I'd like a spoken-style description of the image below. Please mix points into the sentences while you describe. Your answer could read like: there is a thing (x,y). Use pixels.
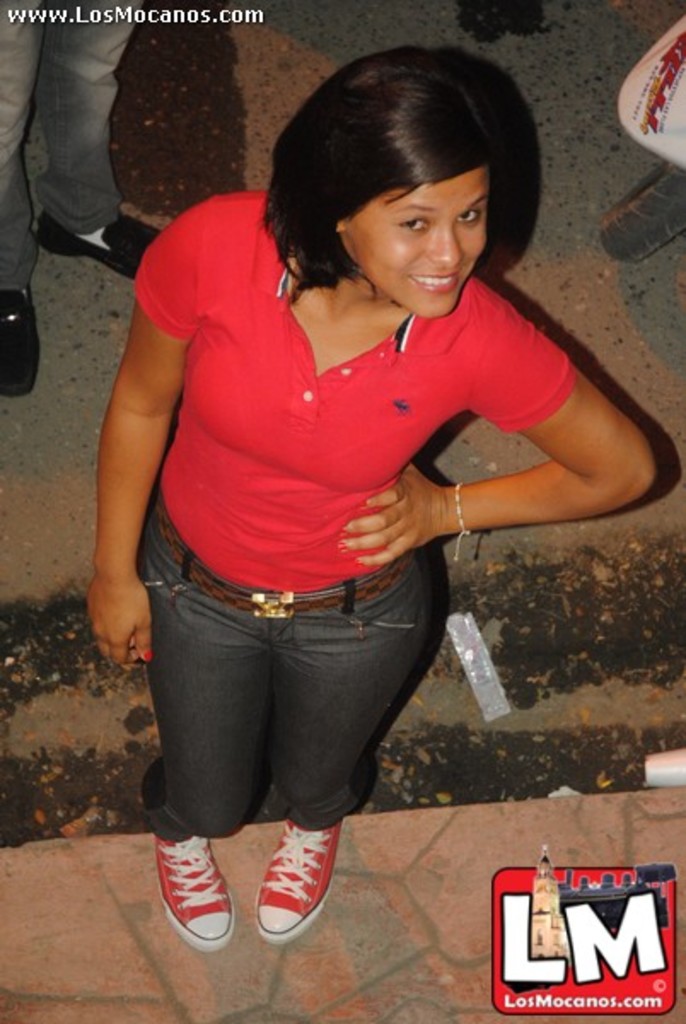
In this image there is a lady (309,820) standing on the pavement (16,854). In the background of the image (651,345) there is road (158,147). At the top of the image (253,14) there is text (167,15). At the bottom of the image (499,896) there is logo (513,973).
